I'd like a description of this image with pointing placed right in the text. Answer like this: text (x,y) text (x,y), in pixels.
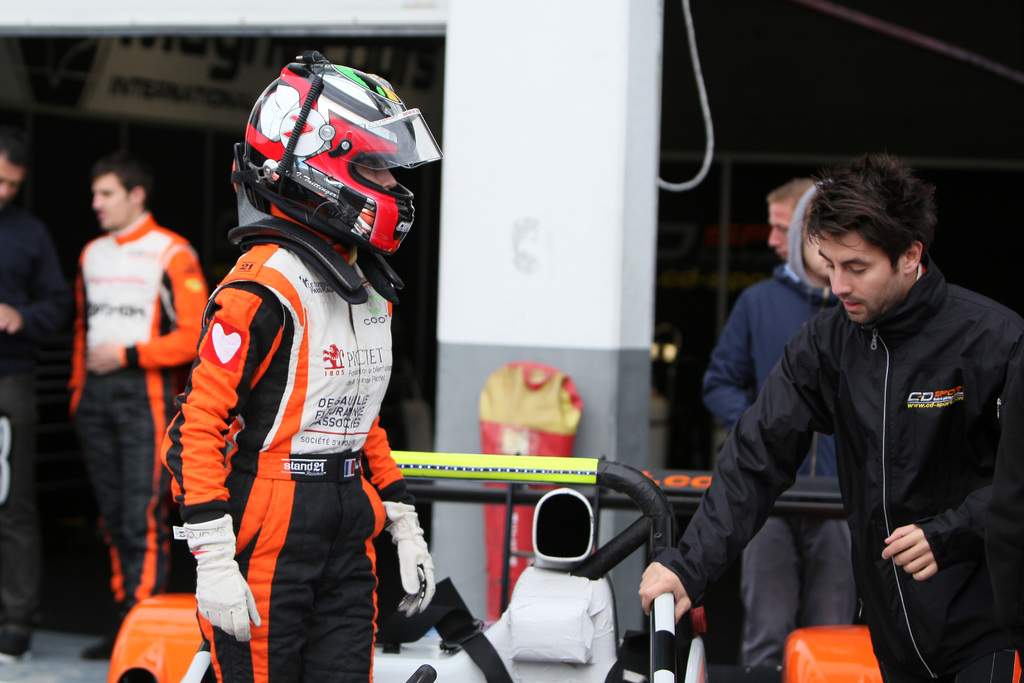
In this picture there is a man (835,323) with black jacket (924,636) is standing and holding the rod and there is a man (288,508) with helmet (347,87) is standing. At the back (100,285) there are four people (80,281) standing and there is a building (406,293) and there is a board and there is text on the board (252,86) and there might be a vehicle (444,626) and there is an object (500,599). At the bottom (66,657) there is a floor (52,662).
